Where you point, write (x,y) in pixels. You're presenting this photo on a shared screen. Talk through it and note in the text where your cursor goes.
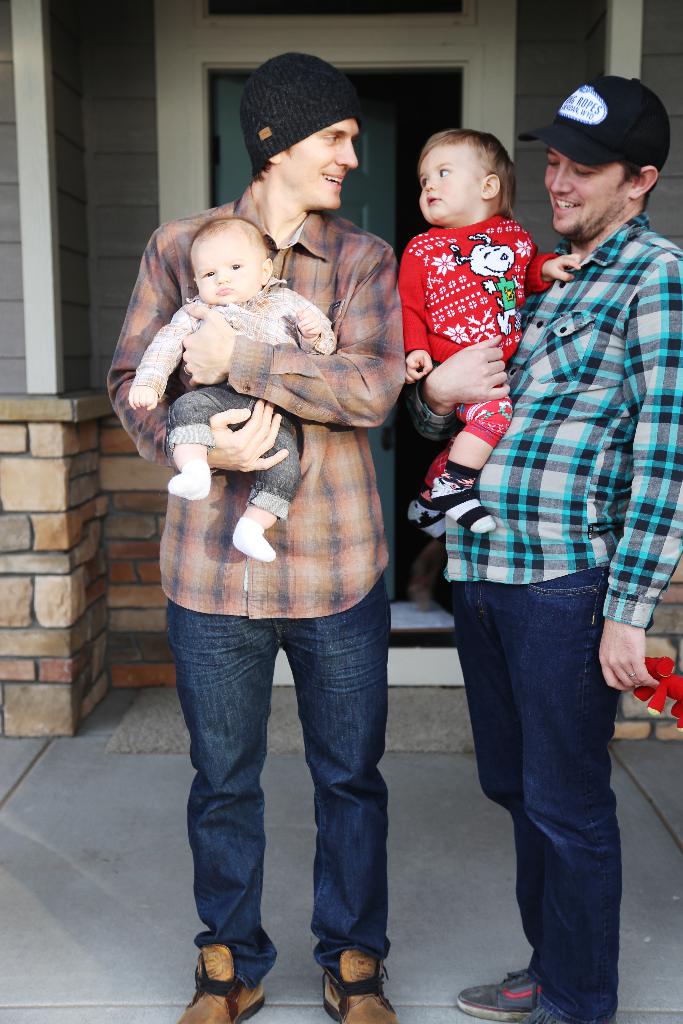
In this image I can see the group of people (320,367) with different color dresses (360,437). I can see two people (319,129) wearing the caps (583,100). In the background (46,124) I can see the house (94,118).
